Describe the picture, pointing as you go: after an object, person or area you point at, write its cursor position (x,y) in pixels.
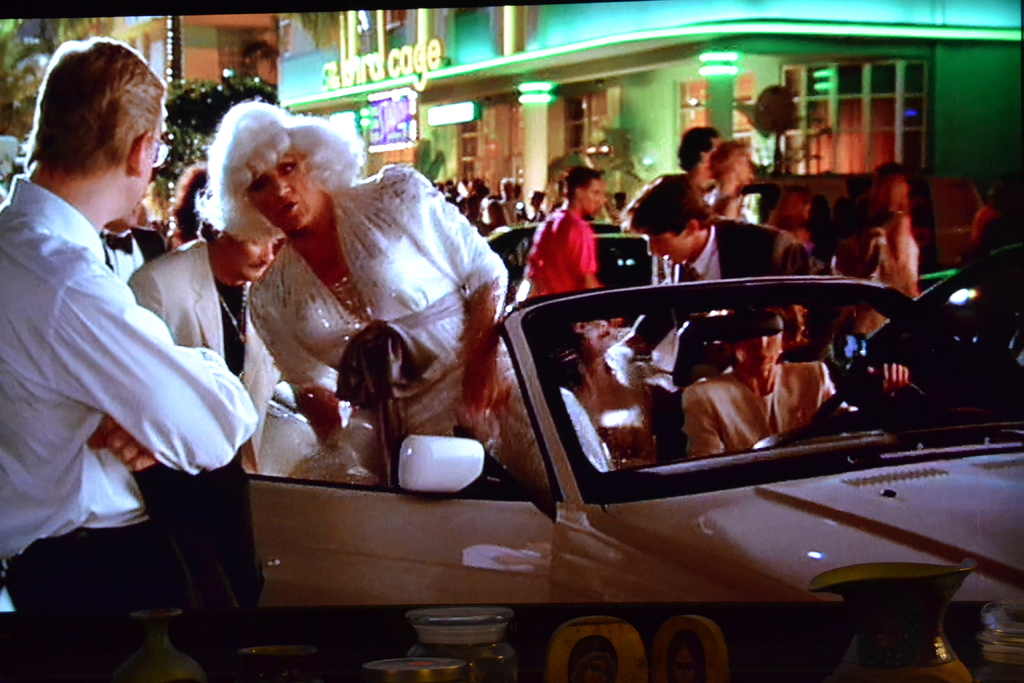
In this picture we can see a group of people (114,325) some are standing and some are sitting on cars (576,459) and in background (424,123) we can see building (562,118), pillars (548,109), light (535,90), trees (193,95), pole (175,71).
